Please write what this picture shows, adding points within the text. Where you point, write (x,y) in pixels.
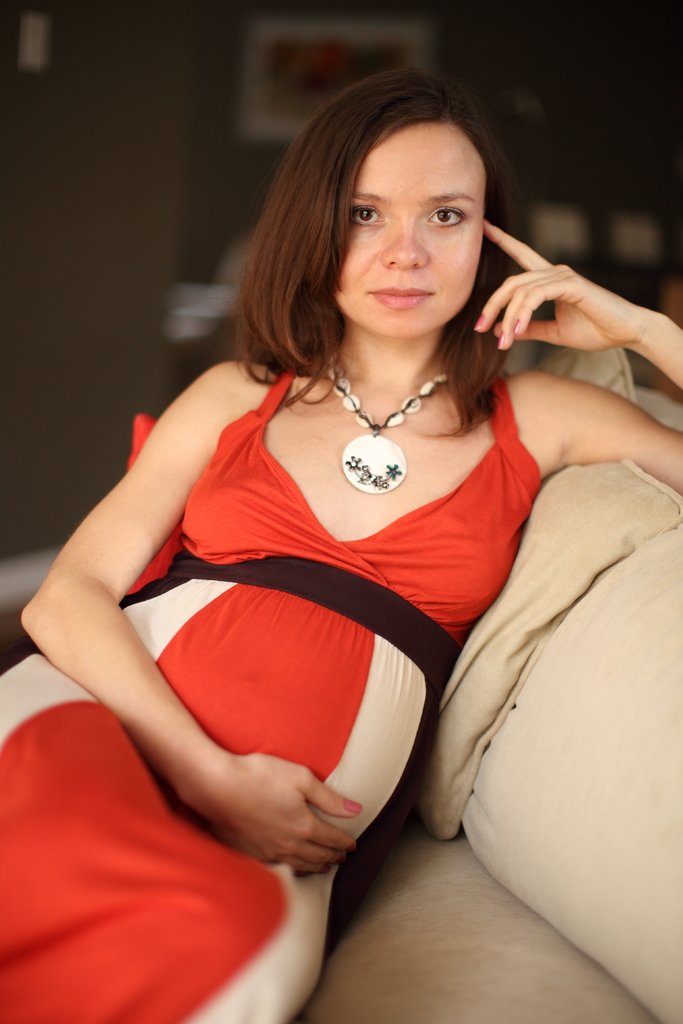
In this image there is a lady (347,829) sitting on a sofa (547,516), in the background (177,16) it is blurred.
